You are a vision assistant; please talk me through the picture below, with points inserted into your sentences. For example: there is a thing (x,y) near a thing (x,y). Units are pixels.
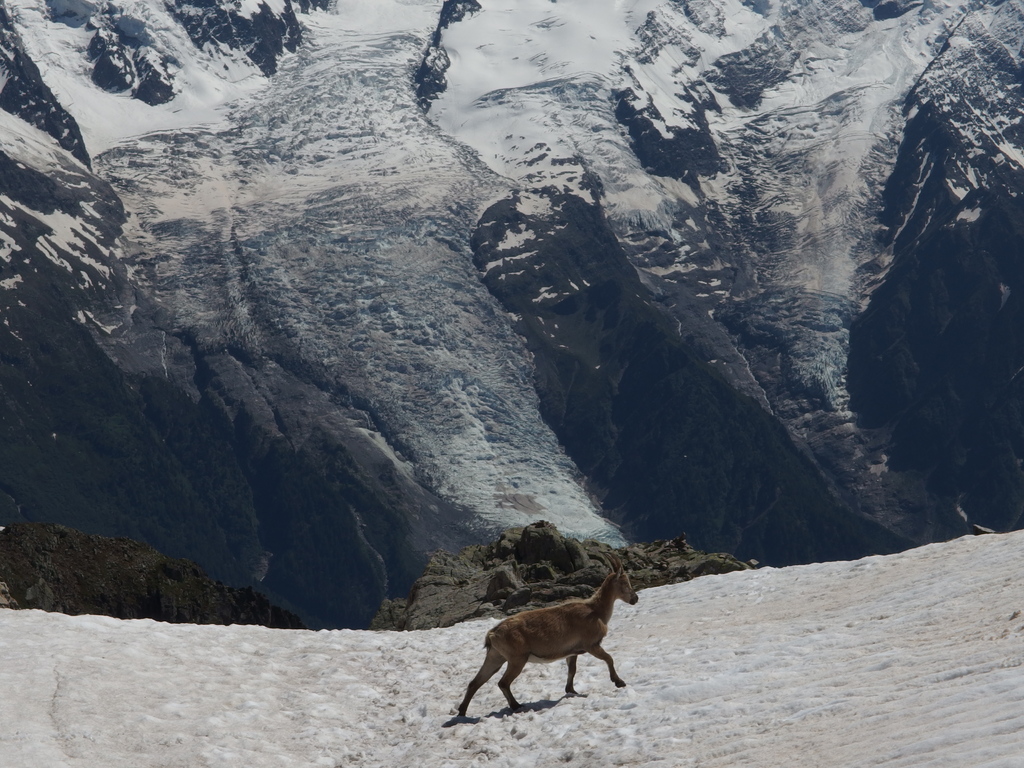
In this image, we can see an animal (606,611) on the snow (559,706) and in the background (363,168), there are mountains (440,158) covered by snow (315,141).
